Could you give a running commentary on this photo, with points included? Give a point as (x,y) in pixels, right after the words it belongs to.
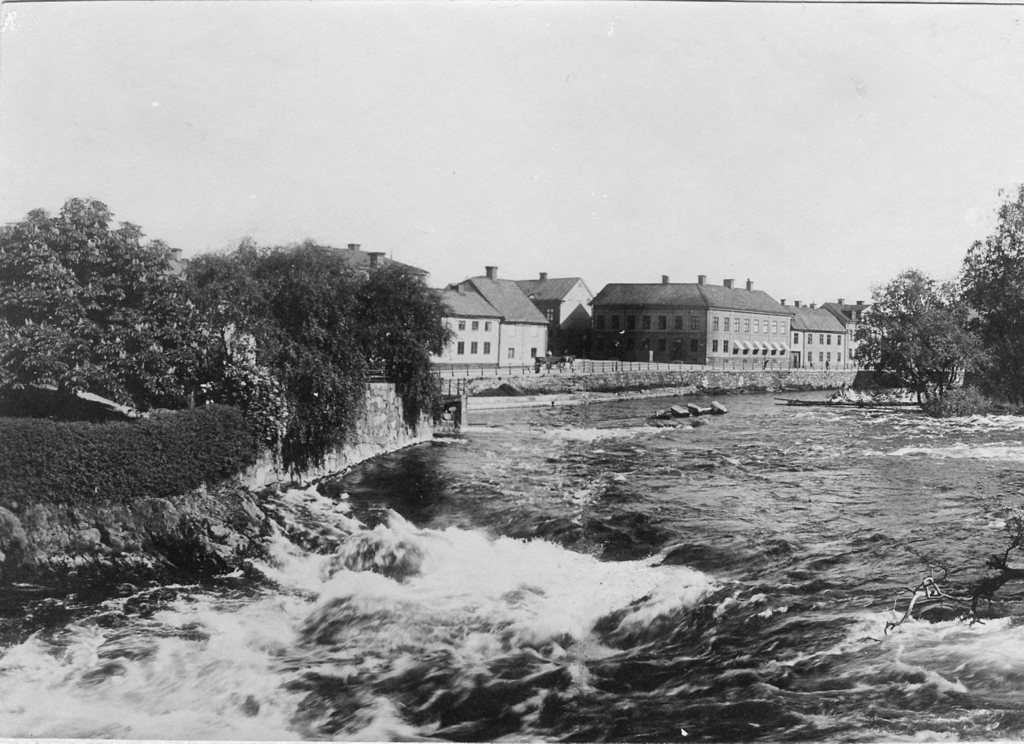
In this picture I can see water (531,559), trees (362,345), a wall (806,378) and buildings (670,352). In the background (519,177) I can see the sky (453,143). This picture is black and white in color.
